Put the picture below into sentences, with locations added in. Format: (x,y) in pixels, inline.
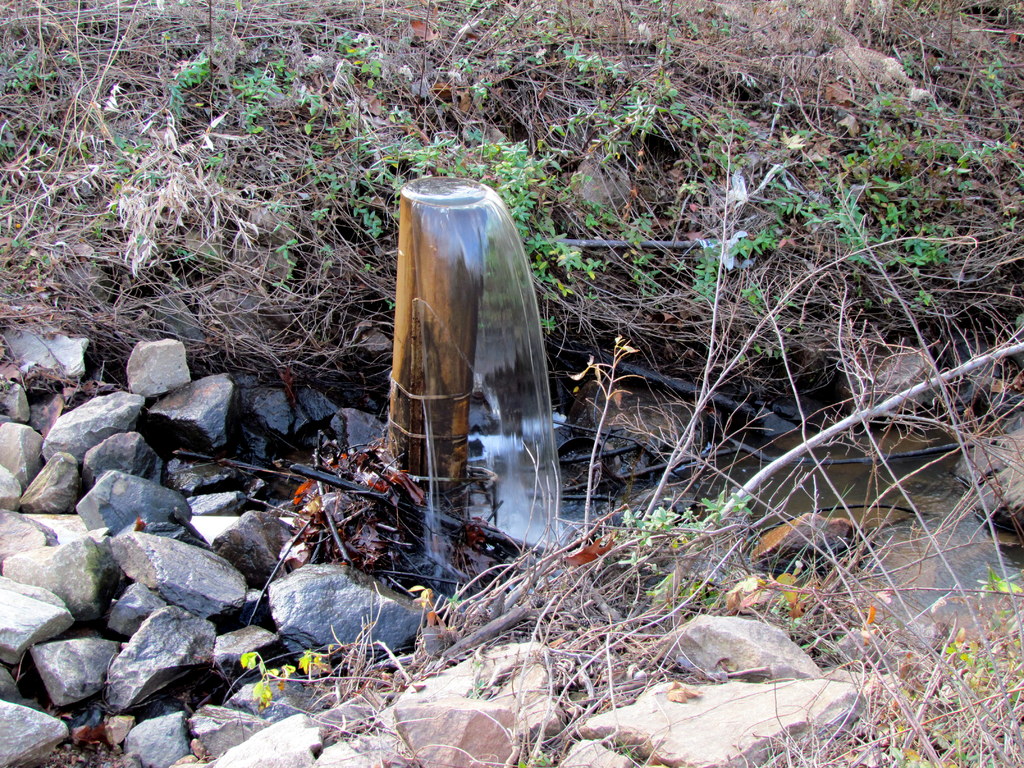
In the center of the image (469,400) we can see a fountain (514,252). At the bottom (197,607) there are rocks (508,725) and we can see twigs (556,631). In the background (486,48) there are plants (339,137).
